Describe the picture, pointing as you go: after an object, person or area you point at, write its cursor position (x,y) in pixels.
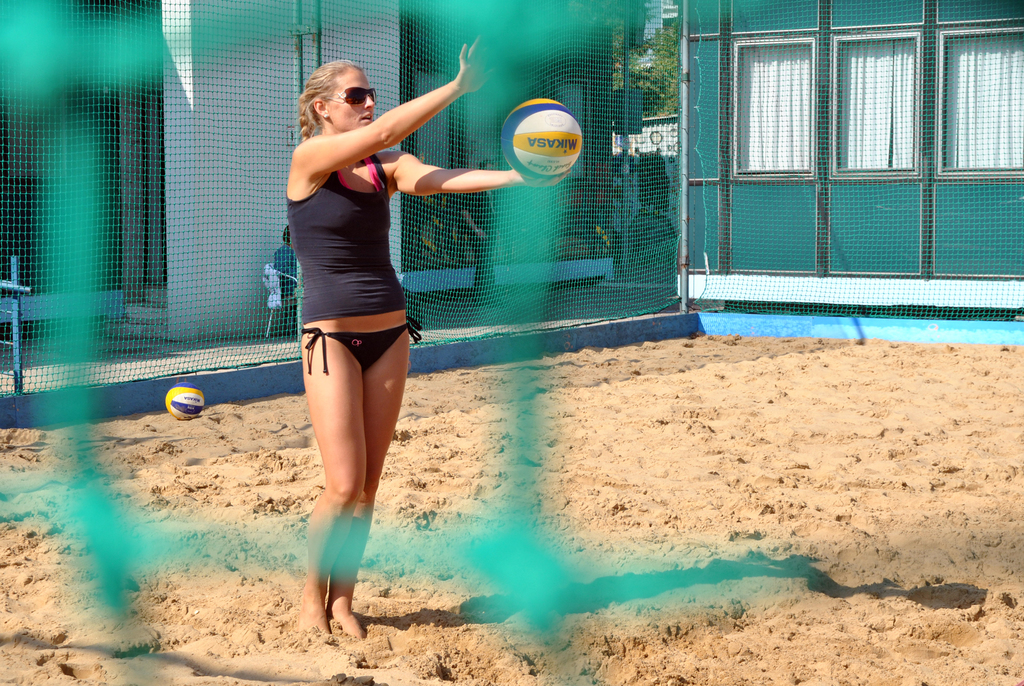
In this image through the net (525,45) we can see there is a woman (347,213) standing on the sand (404,497) is holding a volleyball (508,151) in her hand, behind the woman (364,266) there is a ball (191,396) in the sand (245,407), behind the ball (179,400) there is a net (446,143) with metal rods (299,66), behind the net (613,177) there is a person (283,285) sitting in the chair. Behind that there are buildings (733,144) with glass windows (848,138) and behind that there are trees (650,89). On the left side of the image (13,343) there is a metal rod fence (15,315).
